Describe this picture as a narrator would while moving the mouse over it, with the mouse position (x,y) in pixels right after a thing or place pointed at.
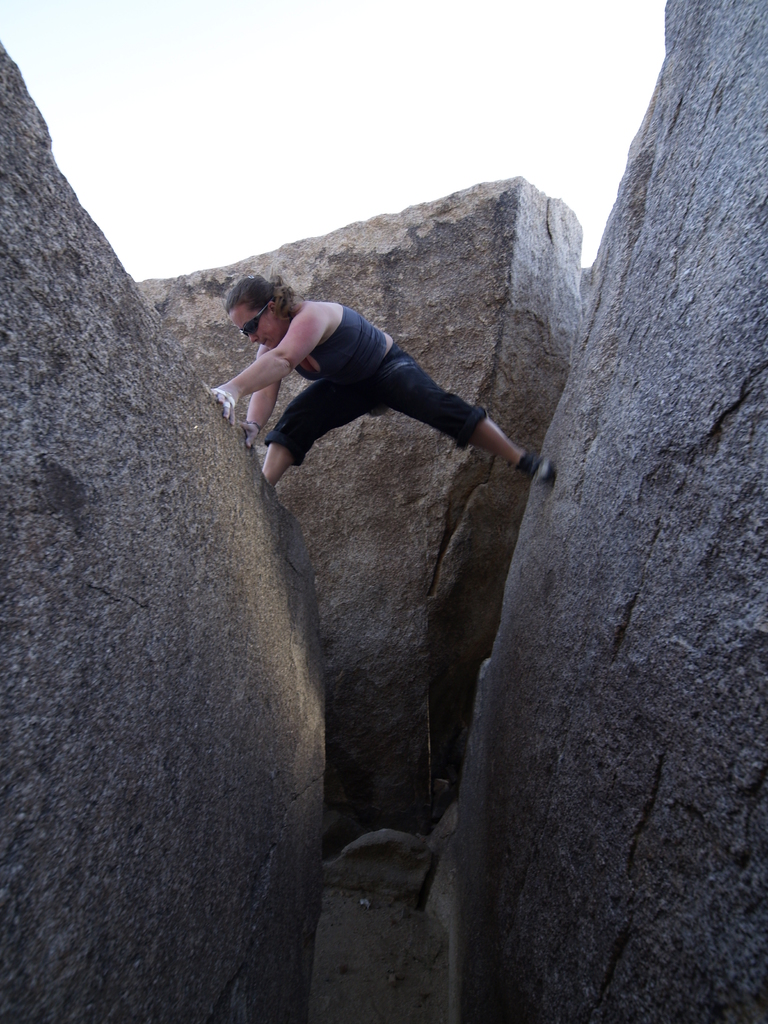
In the picture we can see a two huge rock (694,645) and a person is keeping leg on the one rock (75,530) and another on the other rock (664,185) and behind her we can see another rock (488,195) and sky (307,190) behind it.
